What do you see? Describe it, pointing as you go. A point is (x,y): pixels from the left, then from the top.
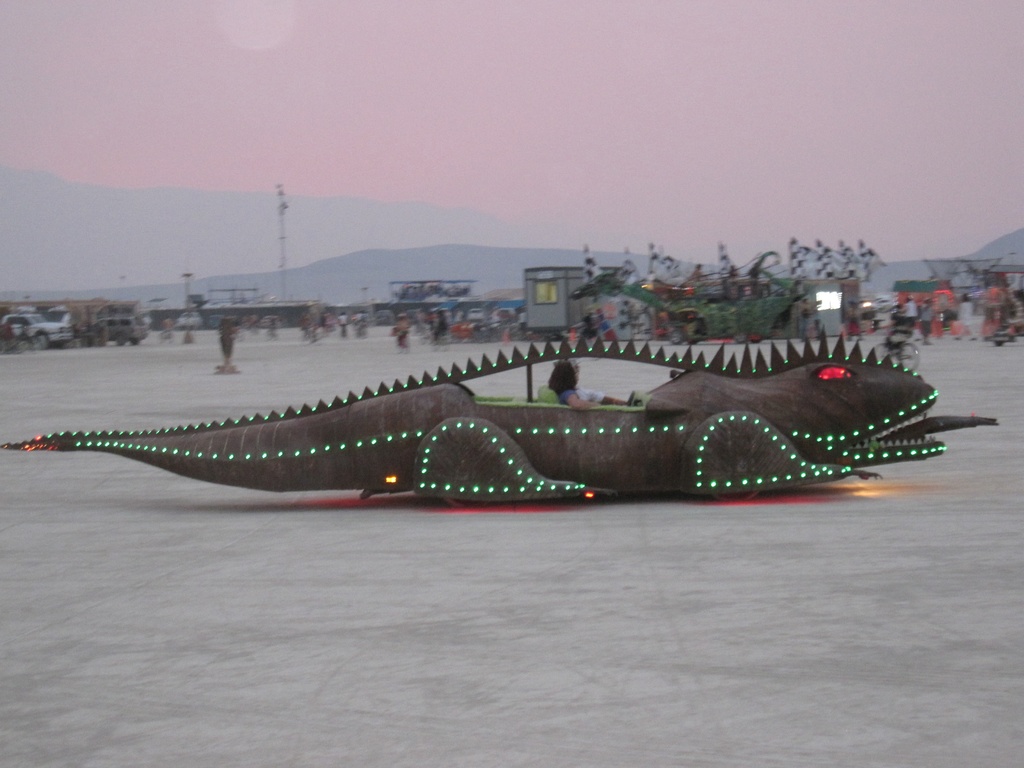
As we can see in the image there are vehicles (725,399), buildings (441,310), few people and at the top (511,113) there is sky (561,100).
